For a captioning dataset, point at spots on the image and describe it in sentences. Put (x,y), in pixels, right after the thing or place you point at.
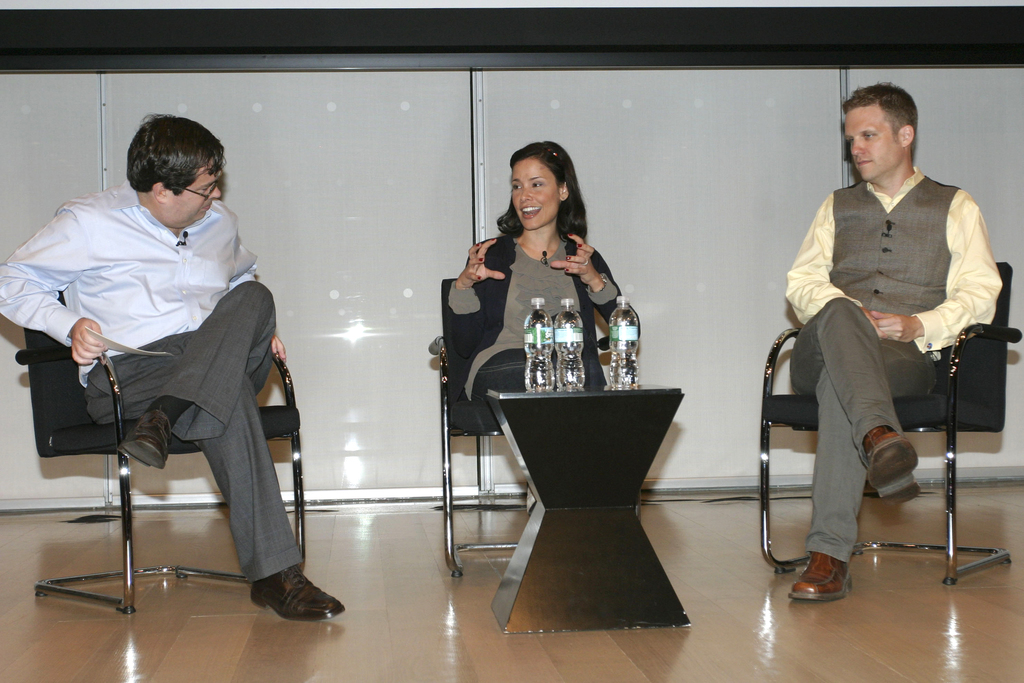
The photo is taken inside a room (569,125). there are three person (819,292) sitting on black chair (73,398). In front of them there is a table (581,462). On the table (586,558) there are three bottles (577,350). In the middle (502,297) one lady (504,285) she is talking something to the person (181,277) sitting right to her. the person (181,236) is wearing white shirt (118,314). He is looking at the lady (542,287). On the right side of the image (863,304) there is person (894,204) who is sitting he is wearing a yellow shirt (955,265) and a vest coat (916,265).
